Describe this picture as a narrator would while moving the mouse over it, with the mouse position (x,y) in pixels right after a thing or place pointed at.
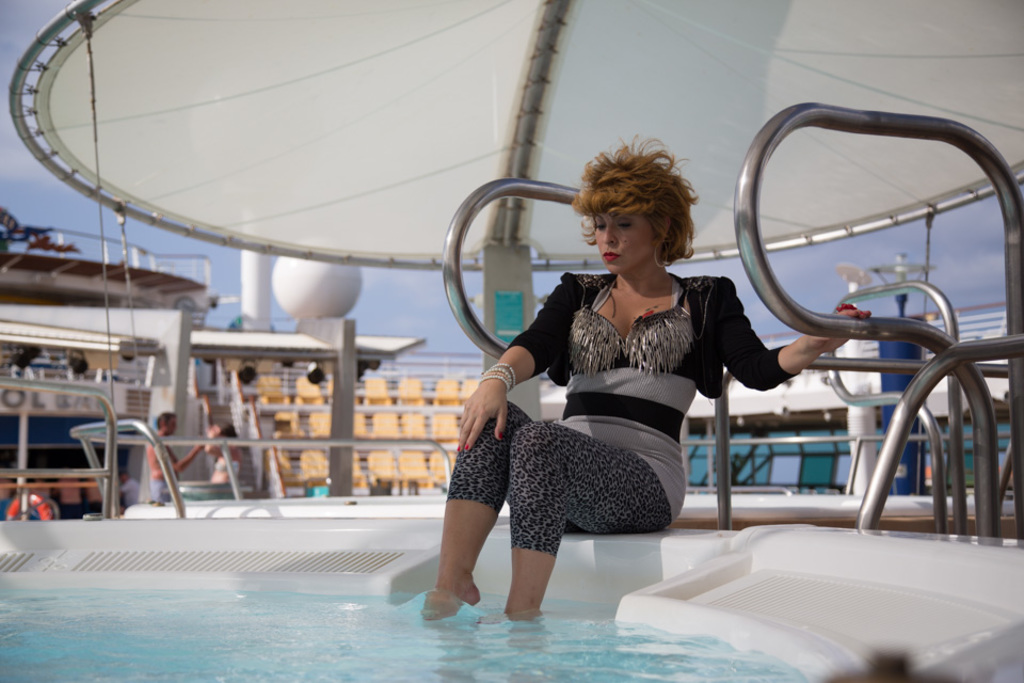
In this image, we can see a person (616,258) wearing clothes (656,385). There are two persons (208,446) on the left side of the image (174,458). There are handrails (1009,316) on the right side of the image (1005,348). There is a pool (472,653) at the bottom of the image (422,647). There are seats (441,402) in the middle of the image (443,397).
